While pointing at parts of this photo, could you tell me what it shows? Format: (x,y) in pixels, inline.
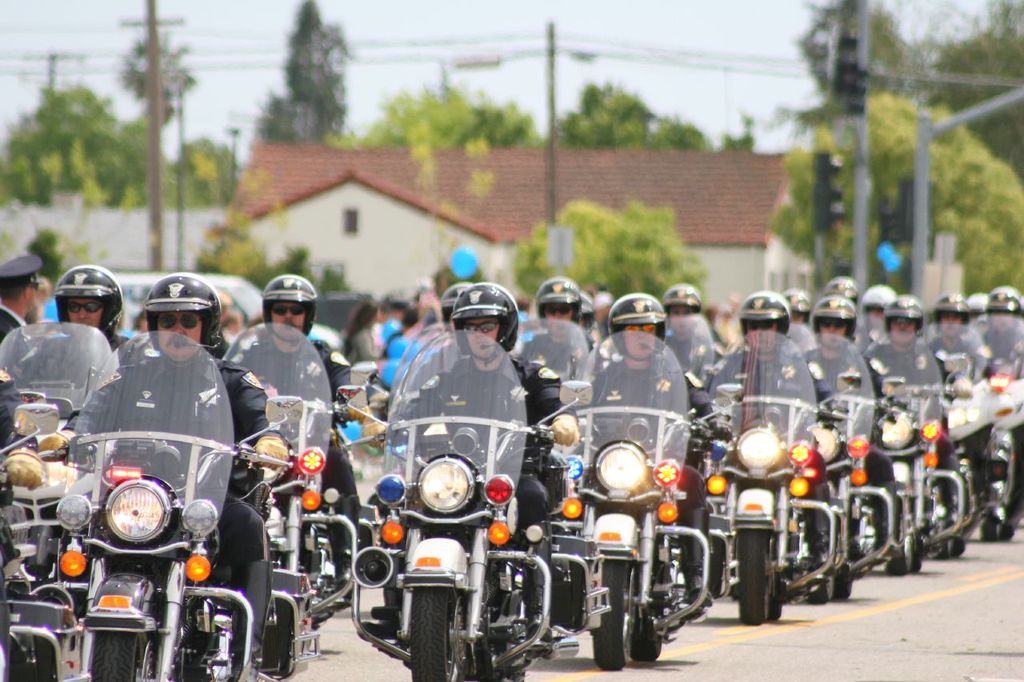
In this image I can see group of people (612,381) riding few bikes (326,413). In the background (825,200) I can see few traffic signals (859,87), few electric poles (858,195) and I can also see the building (423,205) in white and brown color, trees (635,260) in green color and the sky (258,77) is in white color.
